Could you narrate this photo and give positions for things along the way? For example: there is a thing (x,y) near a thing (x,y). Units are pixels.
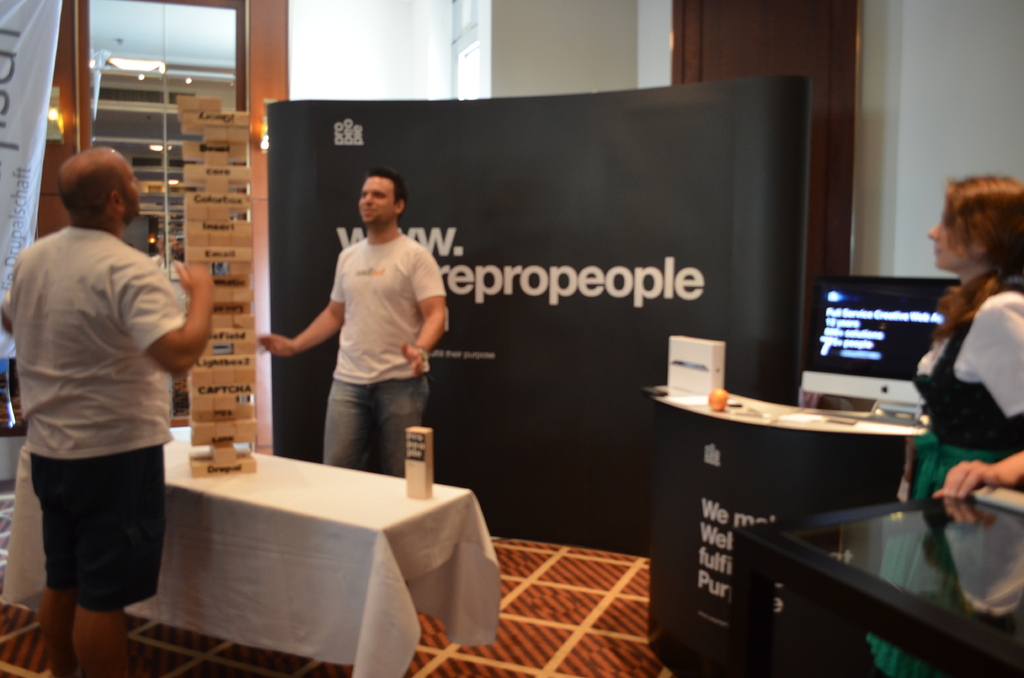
In this image there are three persons (975,389). To the left side (166,320) there were two men (108,302) were playing jenga (196,474) besides a table (174,483). A person (155,358) to one side of the table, he is wearing white t shirt (94,354) and blue shorts (91,465) and another side of a table (368,475), a person (382,376) is wearing white t shirt (365,277) and blue jeans (402,417). To the right side (950,412) there is a woman (950,411) she is wearing a green skirt (951,464) and white shirt (983,360), besides her there is a monitor (844,329) and a table (774,411). In the background (740,170) there is a board (564,176) and some text (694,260) on it. To the left corner (157,15) there is a window (200,40).
